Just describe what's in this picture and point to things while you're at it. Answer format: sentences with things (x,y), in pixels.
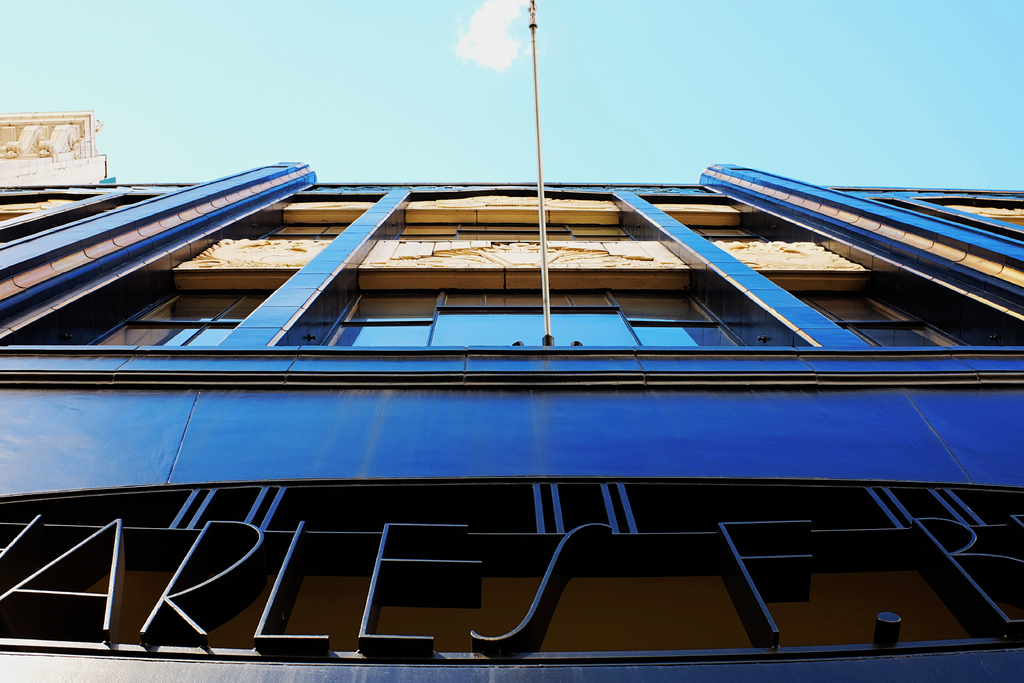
In this image we can see a building (871,443) with windows (502,338), a pole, sky (357,153) and we can also see some text (383,573) written at the bottom (372,636).
